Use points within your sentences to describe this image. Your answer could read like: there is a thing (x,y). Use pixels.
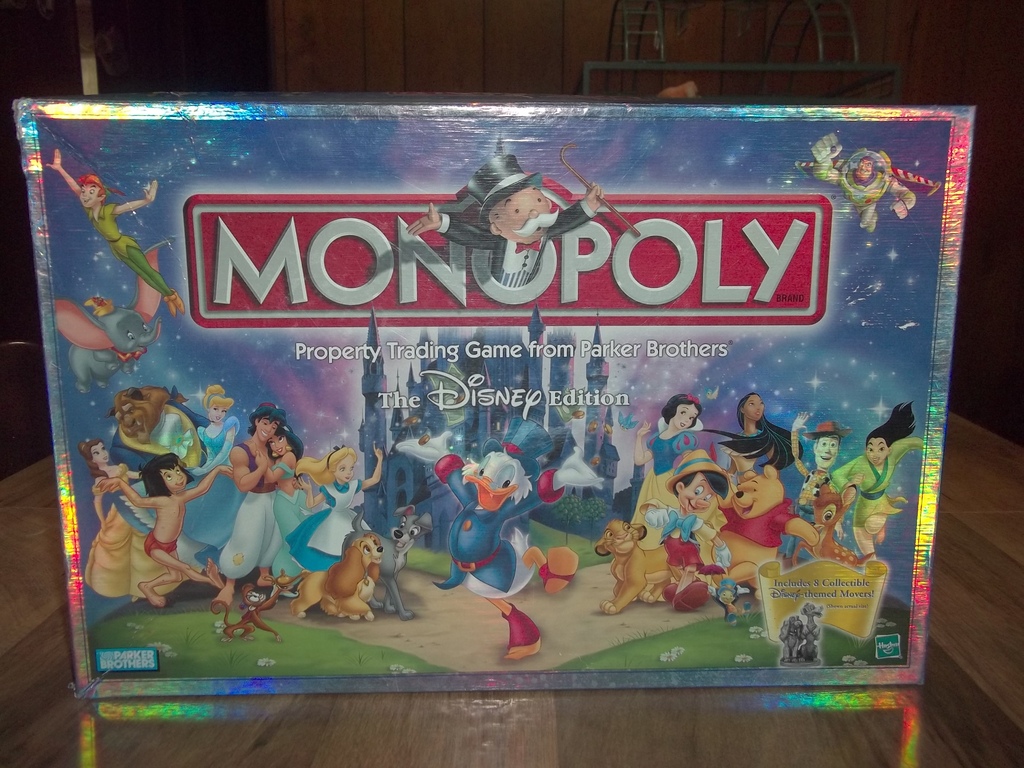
In the image I can see a board (416,451) on which I can see cartoon characters images (305,544) and something written on it. The board (445,394) is on a wooden surface (452,700). In the background (860,66) I can see some other objects (626,60).
